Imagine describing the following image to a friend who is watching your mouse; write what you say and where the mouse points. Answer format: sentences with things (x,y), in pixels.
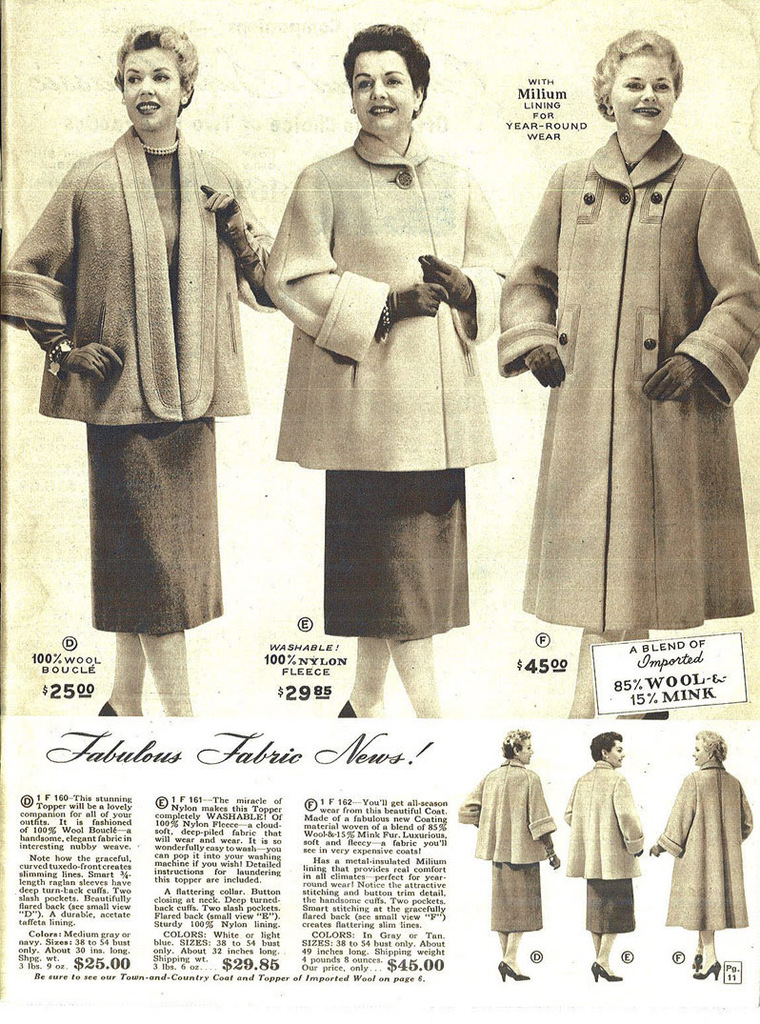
In this image we can see a paper (133,917) and the pictures (214,322) of women (560,244).
